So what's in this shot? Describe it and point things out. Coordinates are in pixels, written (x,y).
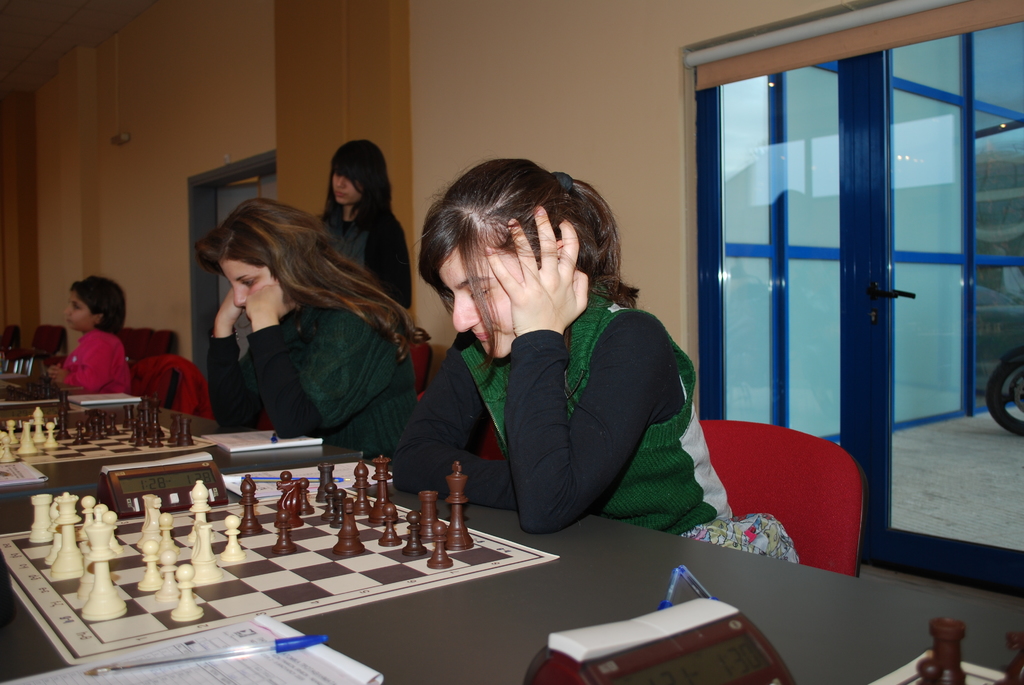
In this picture we can see three persons (586,437) are sitting on the chairs (836,501). This is table (469,635). On the table (464,617) there are chess boards (292,609), and a book (214,674). Here we can see a woman (380,226) who is standing on the floor (931,586). This is wall (472,118) and there is a door (818,254).
